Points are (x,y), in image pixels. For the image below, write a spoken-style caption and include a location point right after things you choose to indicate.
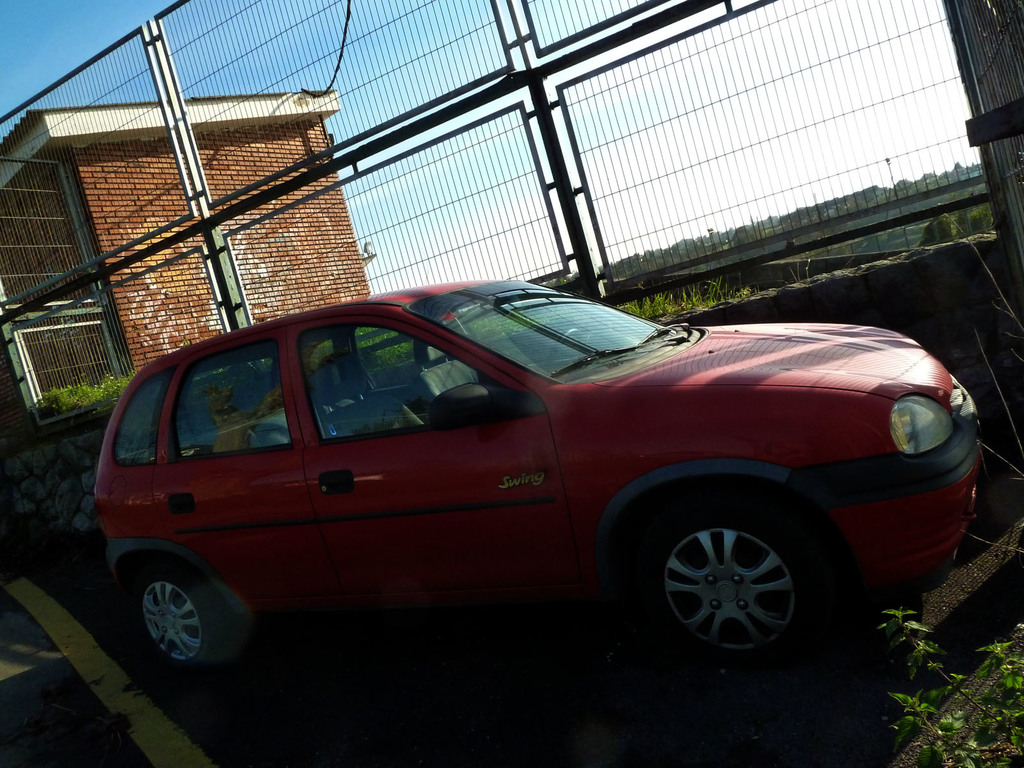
In this picture we can see a red car (347,352) parked on the road (248,626) in front of a wall (79,462) with a metal fence gate (127,161). In the background (275,106), we can see a house (252,266) and blue sky (709,109).
